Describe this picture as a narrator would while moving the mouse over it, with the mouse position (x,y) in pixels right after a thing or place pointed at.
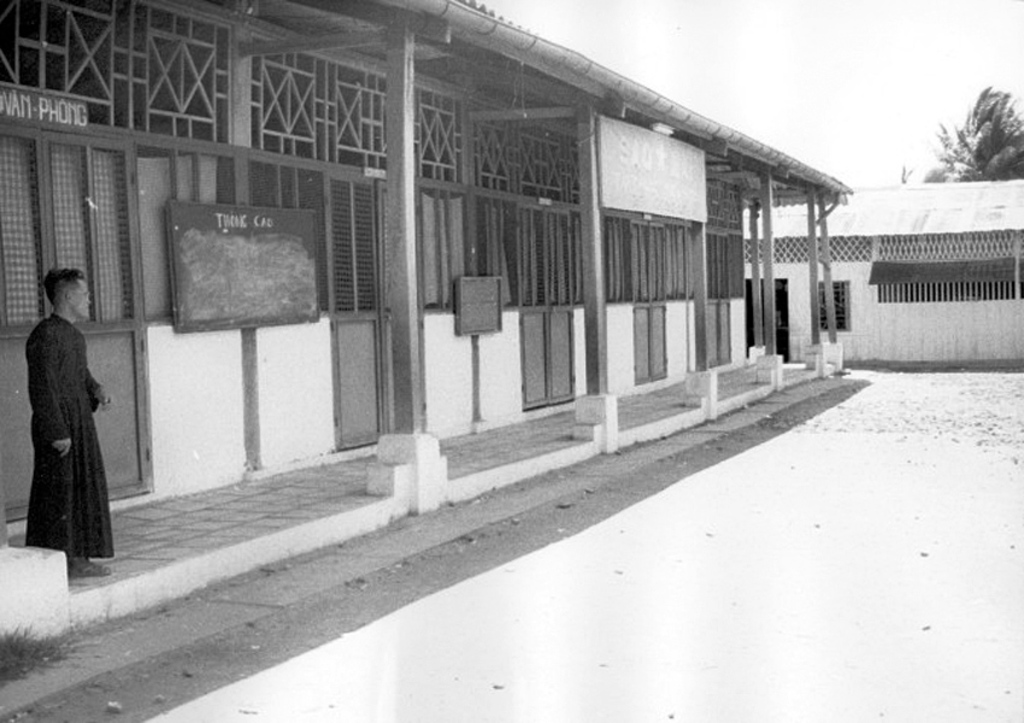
On the left side of the image (71,378) we can see a man (79,397), he is standing, beside him we can see a board (275,299), in the background (614,260) we can find few houses (807,267) and trees (959,131), it is a black and white photography.
